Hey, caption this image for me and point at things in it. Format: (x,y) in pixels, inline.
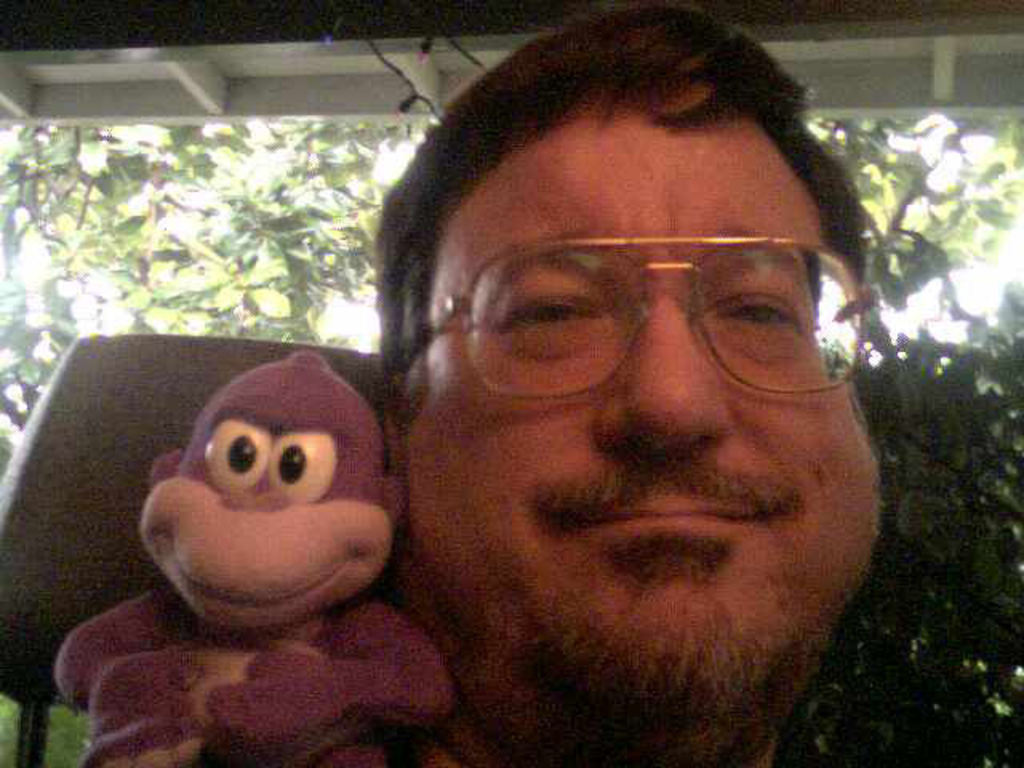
In this image there is a person (668,297) smiling and holding a toy (238,703), at the back ground (242,203) there is tree (238,184), sky (215,196), building (232,89).
